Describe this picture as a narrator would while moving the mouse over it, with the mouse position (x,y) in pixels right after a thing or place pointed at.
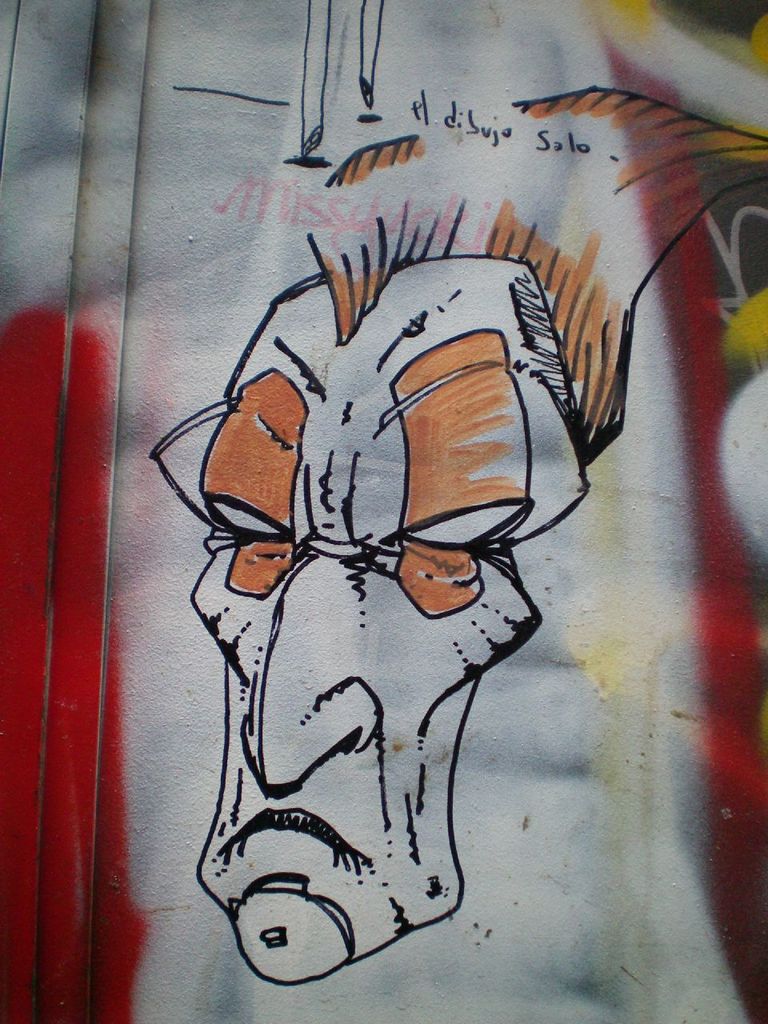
In the picture there is a painting (293,428) of a man (350,671).
